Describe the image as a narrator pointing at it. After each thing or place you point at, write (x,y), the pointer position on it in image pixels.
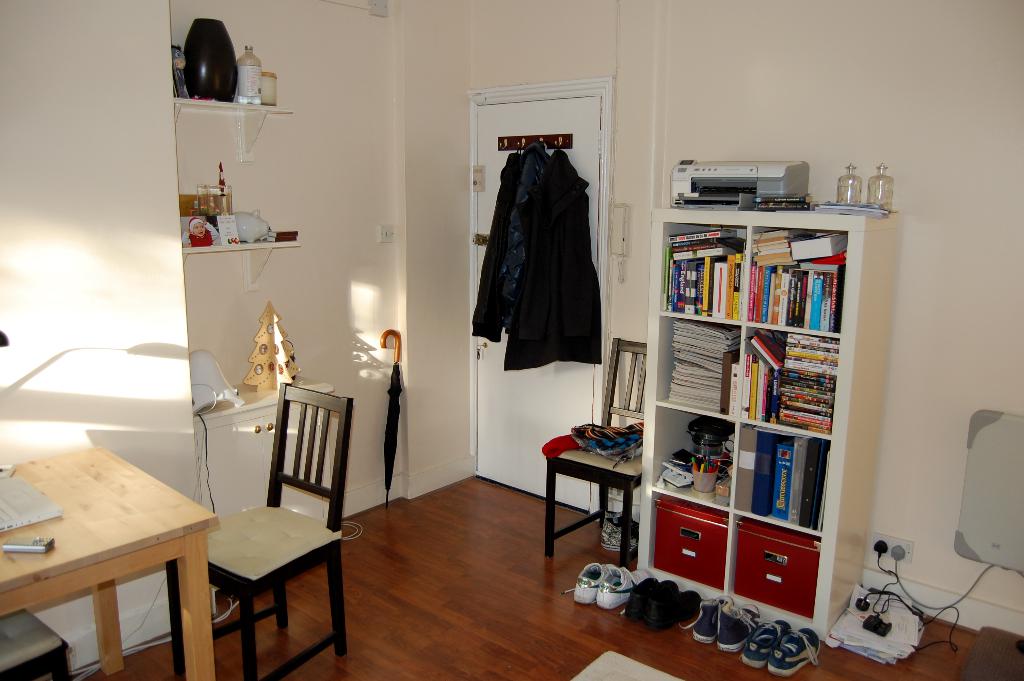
In the center (508,265) we can see some coats (554,233) were hanging on door (586,145). Beside door (485,361) there is a umbrella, and beside umbrella (394,416) there is a shelf (235,109) with few objects (227,92). In the bottom left corner (67,564) there is a table (110,546) along with the chair (212,531). And in the right side (794,649) the bottom there were some shoes (719,624), and it contains shelf (771,222) with full of books (754,309). On above the shelf (755,223) there is a machine (723,172). The house (750,148) is surrounded by many objects (686,383).
